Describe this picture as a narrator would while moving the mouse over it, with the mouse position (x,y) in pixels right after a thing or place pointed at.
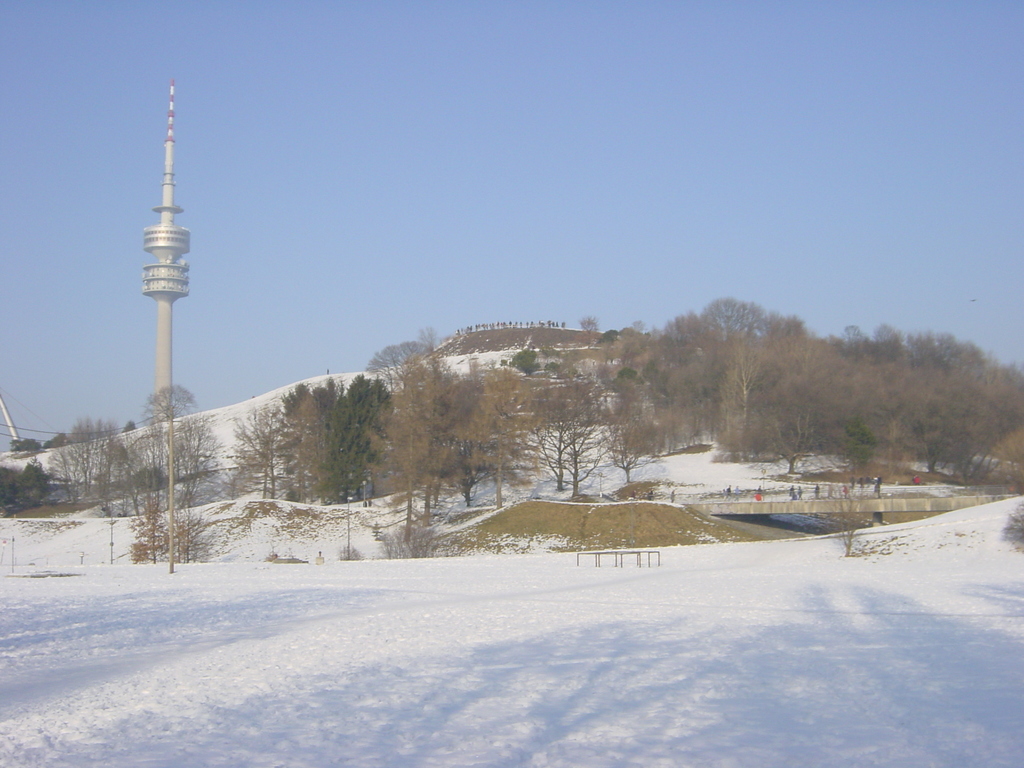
This is the picture of hill (695,466). On the right side of the image (753,502) there are group of people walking on the bridge (966,492). On the left side of the image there is a tower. There are trees (895,333) on the hill (15,464). At the top (510,153) there is sky (510,153). At the bottom (571,650) there is snow (570,639).
